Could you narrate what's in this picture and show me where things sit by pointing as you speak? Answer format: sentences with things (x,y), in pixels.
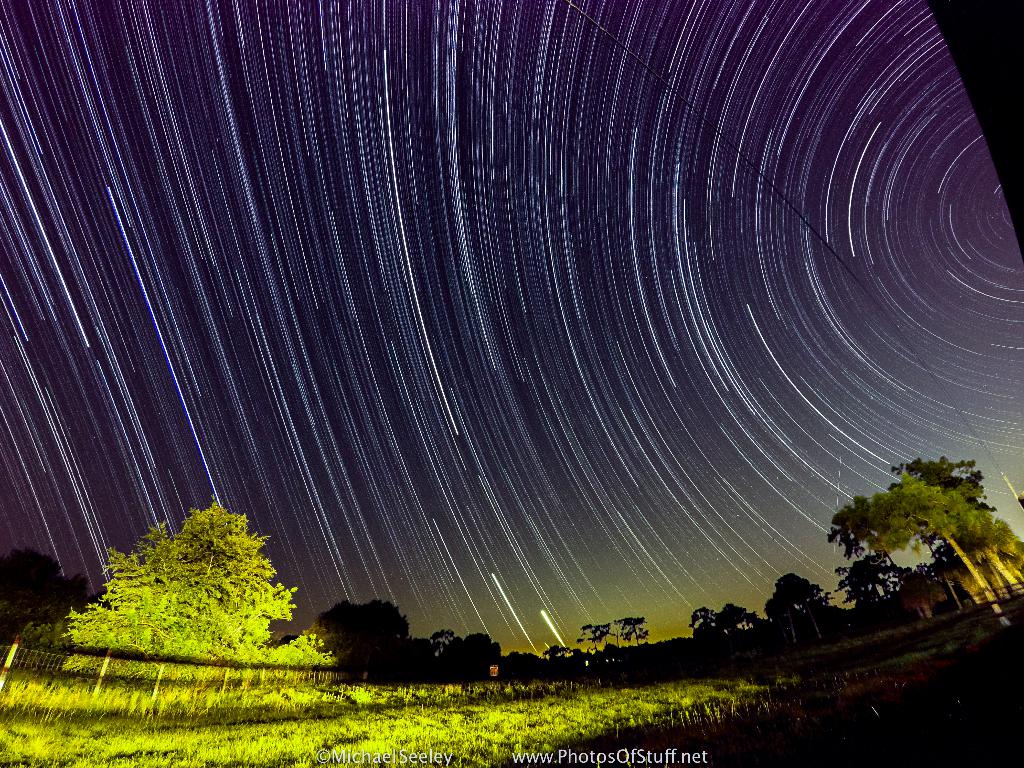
In this image we can see plants (329,691) and trees (363,656). In the background (453,344) there is sky (355,418). At the bottom of the image (394,752) something is written. And there is a photo effect in this image.
